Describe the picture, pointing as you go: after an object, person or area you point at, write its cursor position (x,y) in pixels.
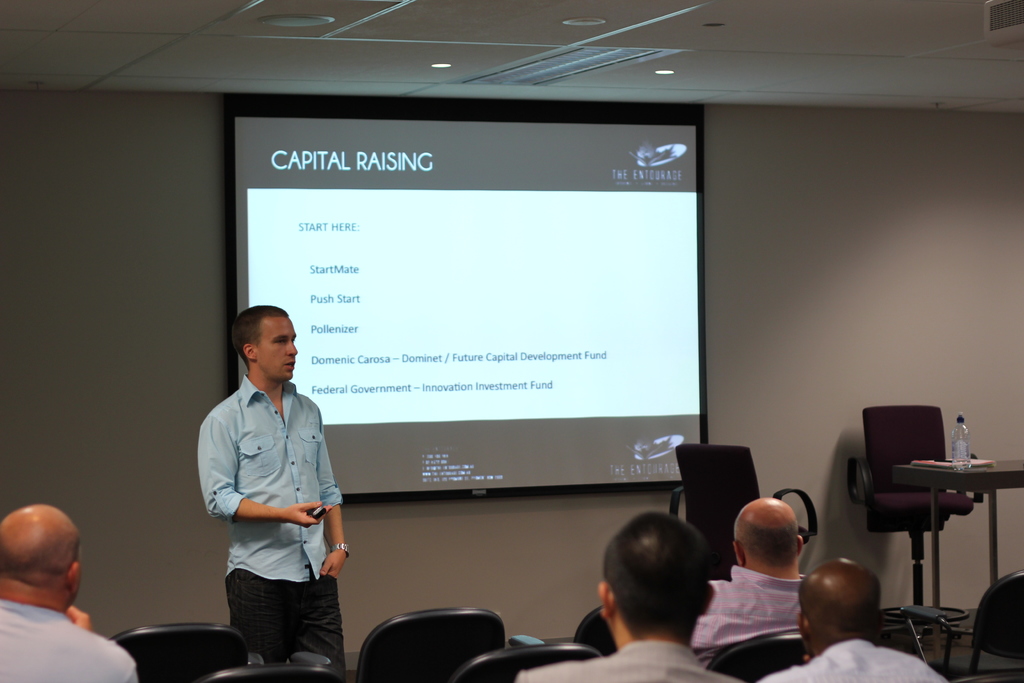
Bottom of the image (18,560) few people (41,556) are sitting on chairs (1019,632). In the middle of the image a man (227,494) is standing and holding something in his hand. Behind him there is a wall (71,117), on the wall (783,247) there is a screen (548,100). Top of the image (7,33) there is roof (1002,67) and lights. Bottom right side of the image (983,476) there is a table (970,474), on the table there are some books (970,461) and bottle (958,448). Behind the table (1023,474) there are some chairs (910,432).
